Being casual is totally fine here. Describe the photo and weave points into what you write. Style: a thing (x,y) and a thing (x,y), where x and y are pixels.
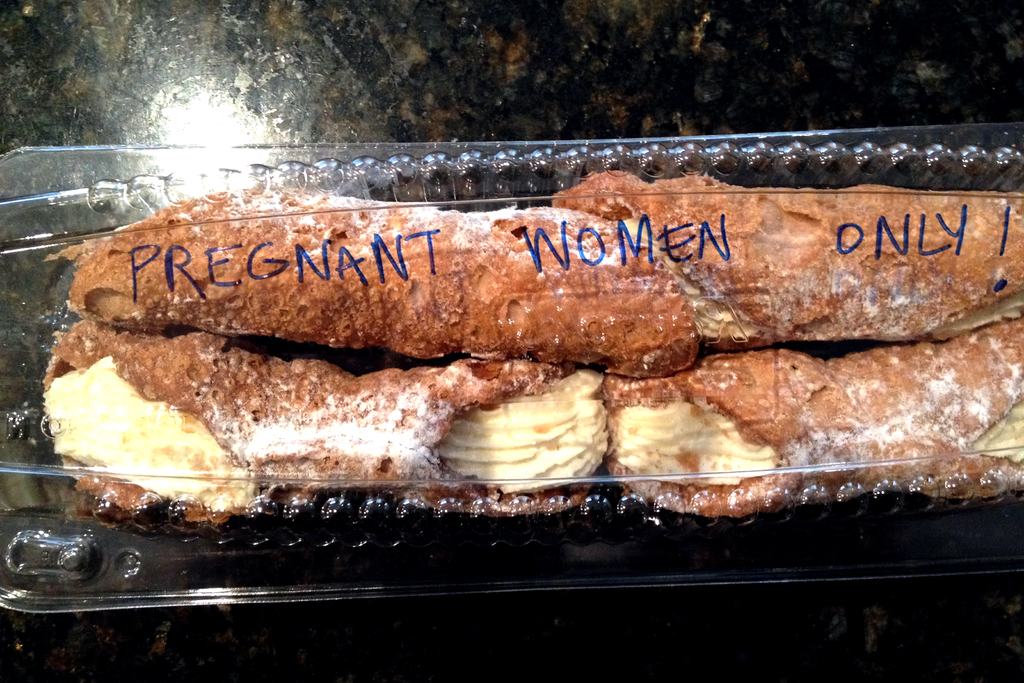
In this image I see food (425,259) which is of brown and yellow in color and I see something is written over here and I see that it is a bit dark in the background (456,620).
